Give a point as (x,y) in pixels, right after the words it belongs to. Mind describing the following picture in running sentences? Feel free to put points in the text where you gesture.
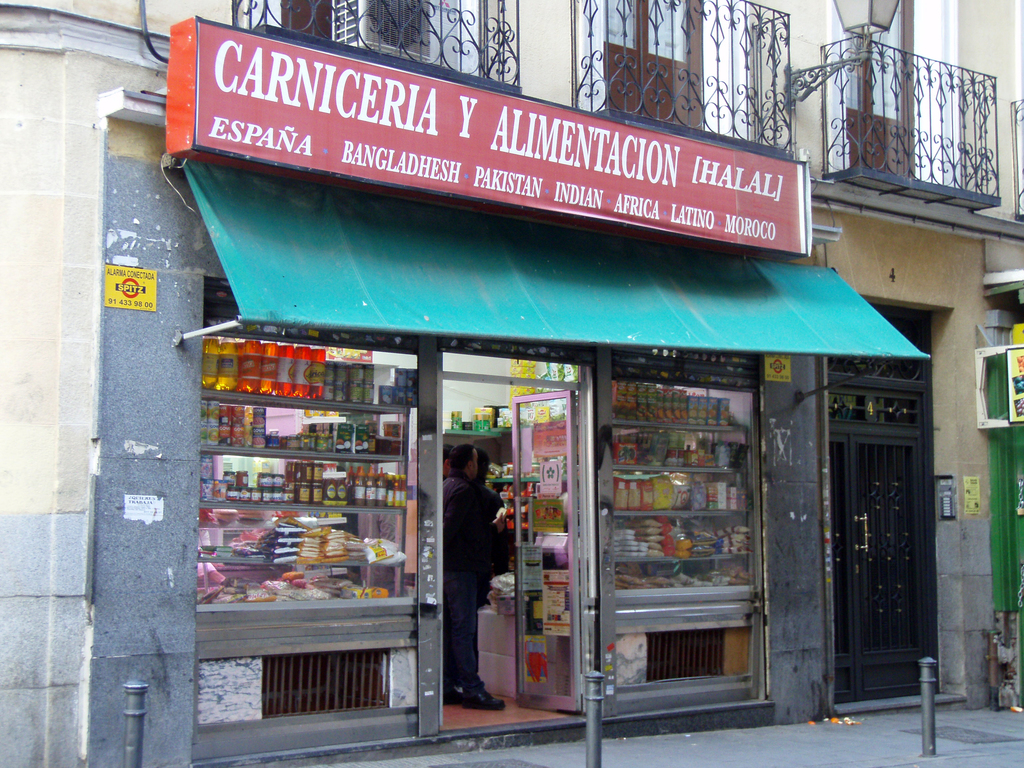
In this image we can see there is a store (411,631) in the middle (560,489). Above the store (552,605) there is a building (780,62). In the store (442,445) we can see that there are so many things (309,477) kept in the racks (278,402) like bottles (287,369), packets (334,533). There are few persons (475,504) in the store (480,631). At the bottom (908,730) there is a footpath (879,724) on which there are poles (131,712). On the right side (893,530) there is a gate (892,505). At the top of the store (434,196) there is a hoarding (408,179).
